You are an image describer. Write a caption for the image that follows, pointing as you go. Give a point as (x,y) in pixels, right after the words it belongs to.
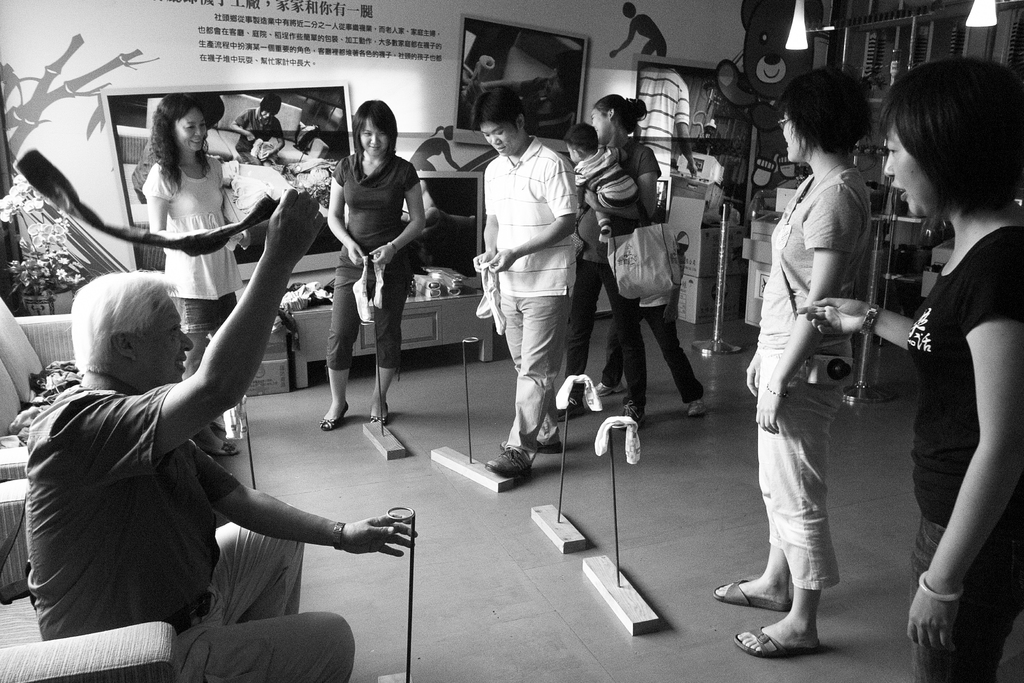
I see this is a black and white image and I see few people (342,277) and I see this man (77,408) is sitting on chair (10,680) and I see few things (450,461) on this floor (526,484) and in the background (160,2) I see the wall (568,24) and I see words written over here and I can also see art (575,41) on the wall (575,11) and I see the poles (382,420) over here.
